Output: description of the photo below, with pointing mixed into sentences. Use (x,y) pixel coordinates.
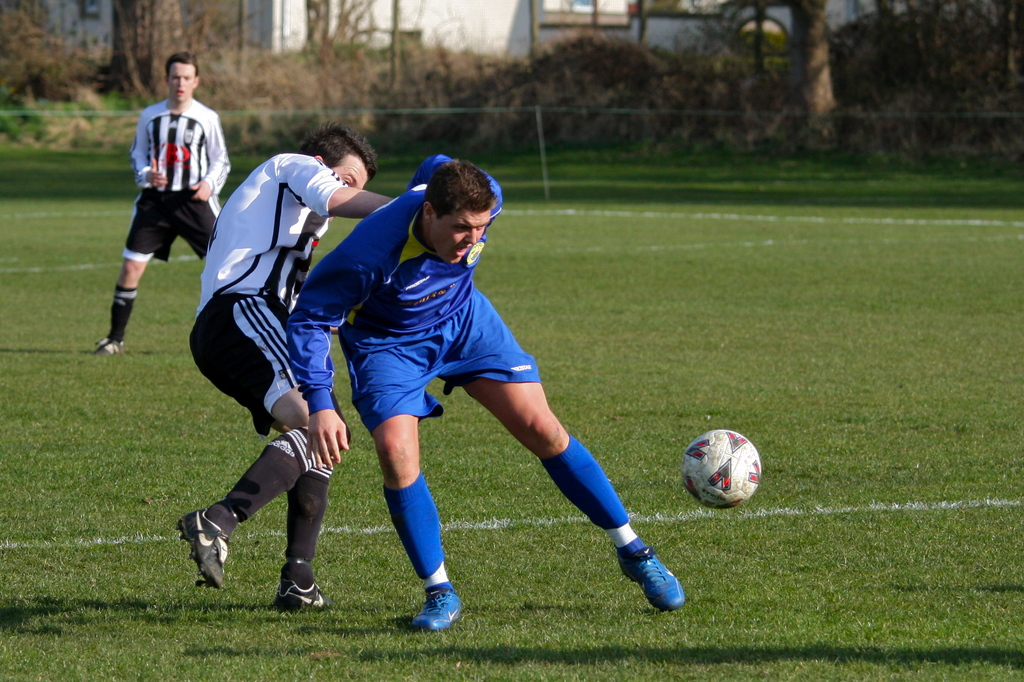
In this image in front there are two persons (405,341) playing football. Behind them there is a person (115,336) standing on the grass (181,358). In the background (726,131) there is a metal fence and we can see trees (811,22) and buildings (513,13).
